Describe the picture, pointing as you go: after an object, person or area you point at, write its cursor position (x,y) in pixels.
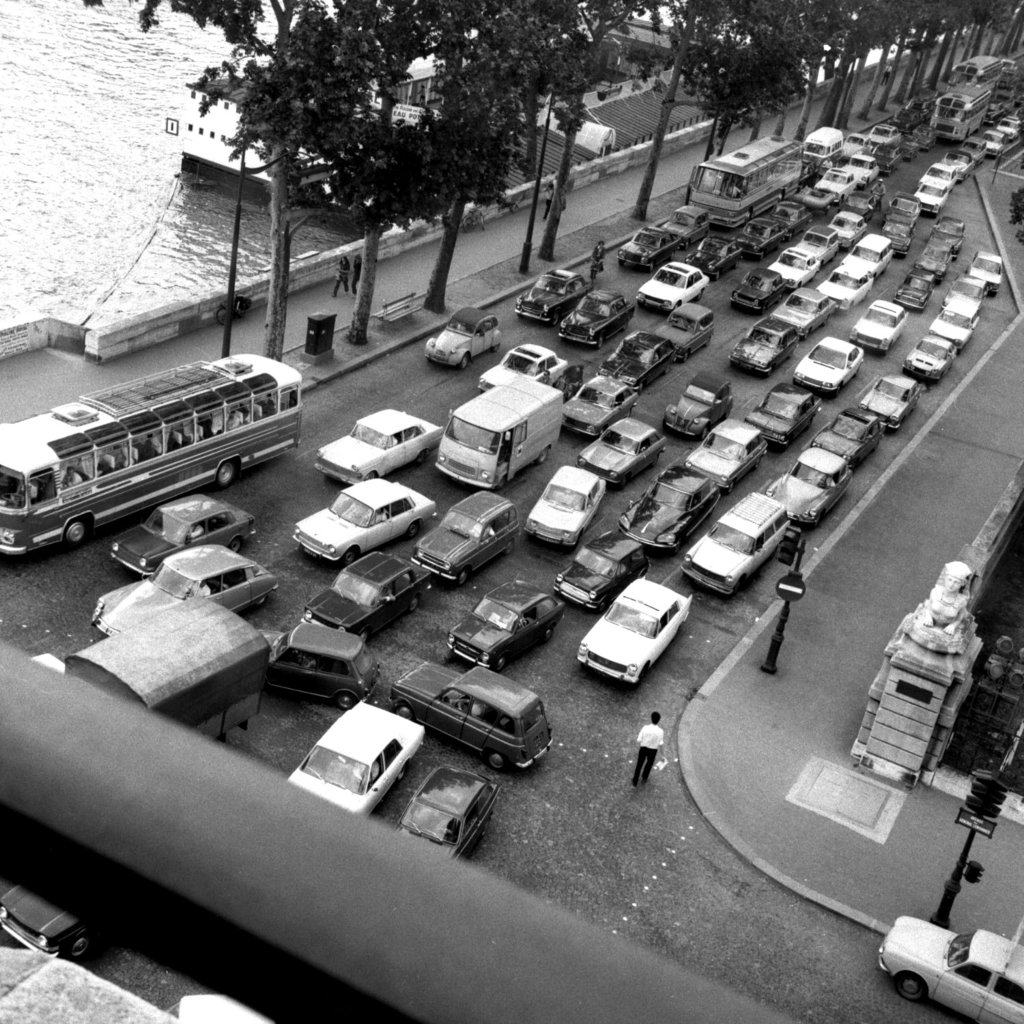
Here in this picture we can see number of cars (602,456), trucks (526,455) and buses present on the road (574,361) over there and we can also see people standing and walking on the road (643,813) over there and we can see traffic signal lights (784,563) present on poles (797,563) and we can see light post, trees (522,140) present over there and beside that we can see water (119,195) present all over there.
